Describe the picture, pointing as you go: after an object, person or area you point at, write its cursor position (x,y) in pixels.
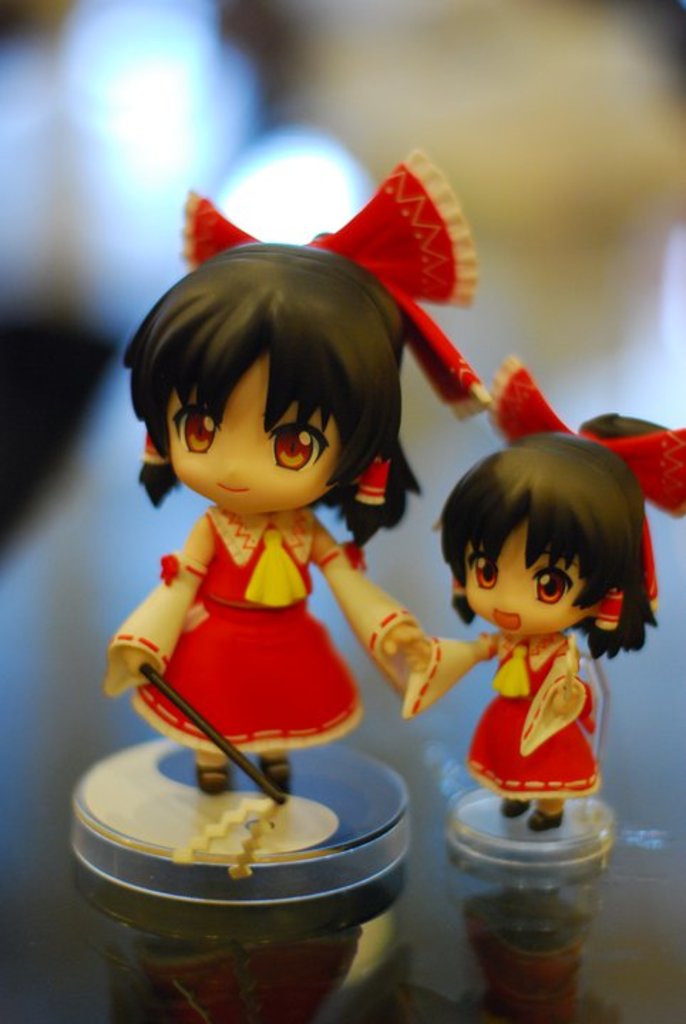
In this image I can see two toys (274,611) which are red, yellow, cream and black in color. They are on the black colored glass surface (471,907) and I can see the blurry background (520,143).
